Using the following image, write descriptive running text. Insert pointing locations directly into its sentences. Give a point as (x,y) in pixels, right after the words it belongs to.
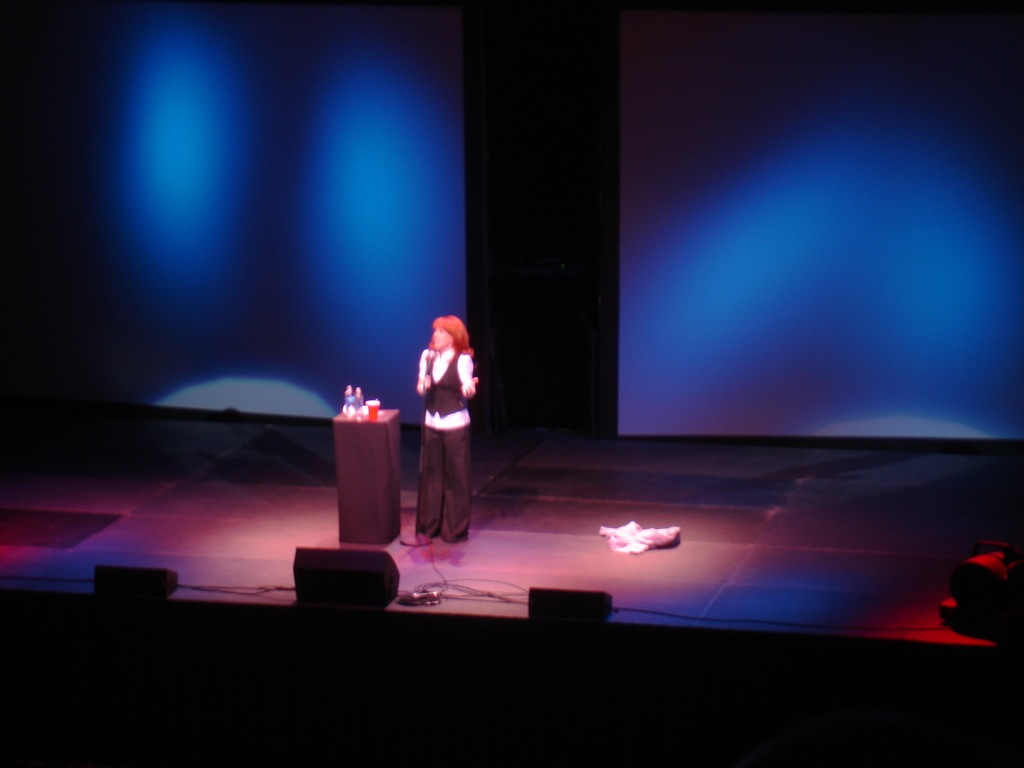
Here in this picture we can see a woman (455,423) standing on a stage (408,453) and speaking something in the microphone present in his hand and beside her we can see a table (384,468), on which we can see a bottle (356,410) and a glass (369,403) present and behind her we can see a curtain (410,412) present and in the front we can see lights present over there.
